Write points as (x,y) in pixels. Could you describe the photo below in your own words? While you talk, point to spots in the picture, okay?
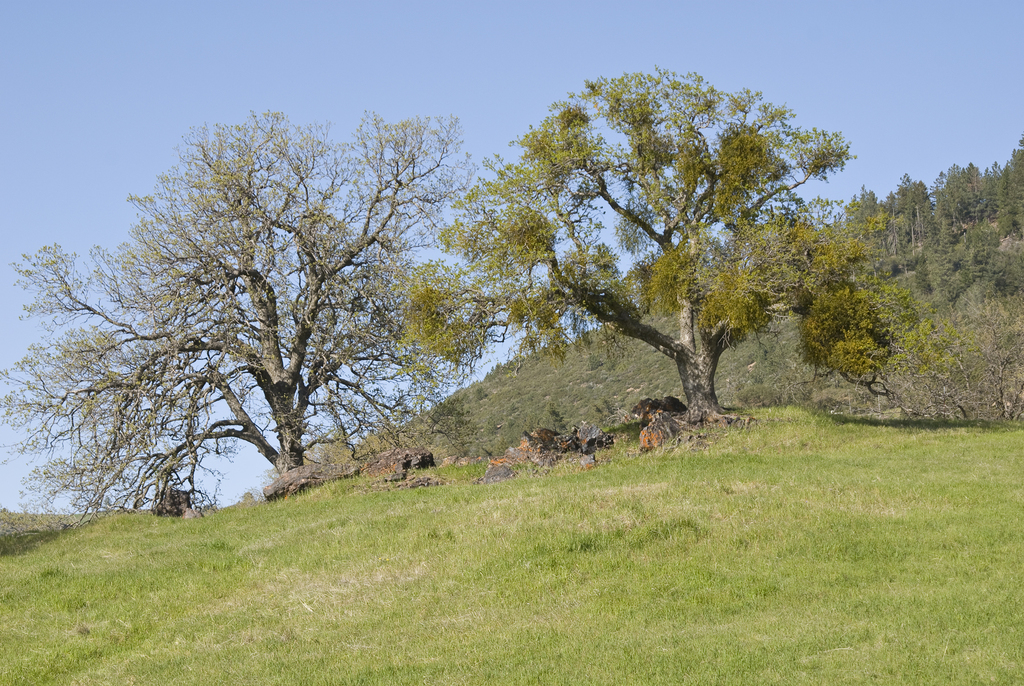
Here in this picture we can see the ground (308,502) is fully covered with grass (753,556) over there and we can also see a mountain (1004,248) that is covered with grass (549,400) and plants (549,413) and we can also see trees (815,238) present all over there.
